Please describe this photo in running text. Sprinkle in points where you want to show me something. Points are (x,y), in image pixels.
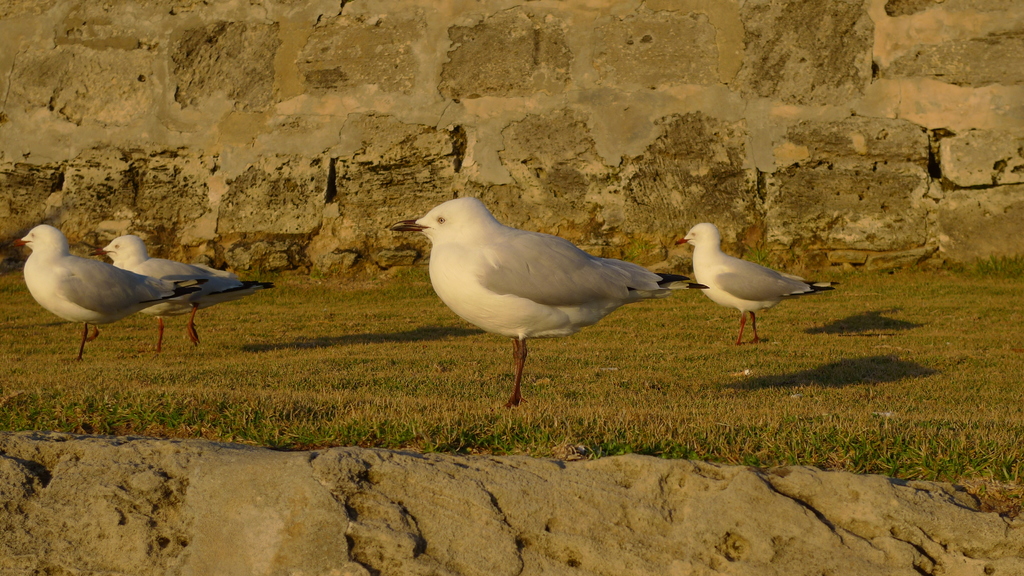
In the image we can see there are birds (527,288) standing on the ground (397,345) and the ground (335,408) is covered with grass (465,362).
